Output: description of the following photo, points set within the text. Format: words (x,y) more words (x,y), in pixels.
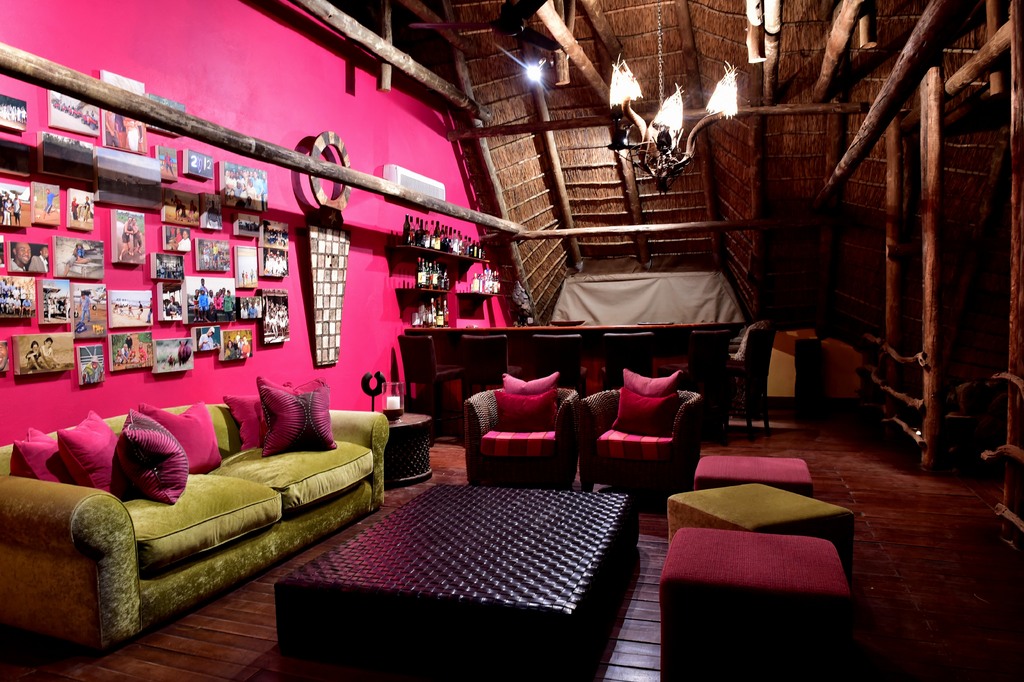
There are sofas (223,547) and chairs (632,460) around a black table (527,537) and there are some pictures (174,260) on the pink wall (221,77).
